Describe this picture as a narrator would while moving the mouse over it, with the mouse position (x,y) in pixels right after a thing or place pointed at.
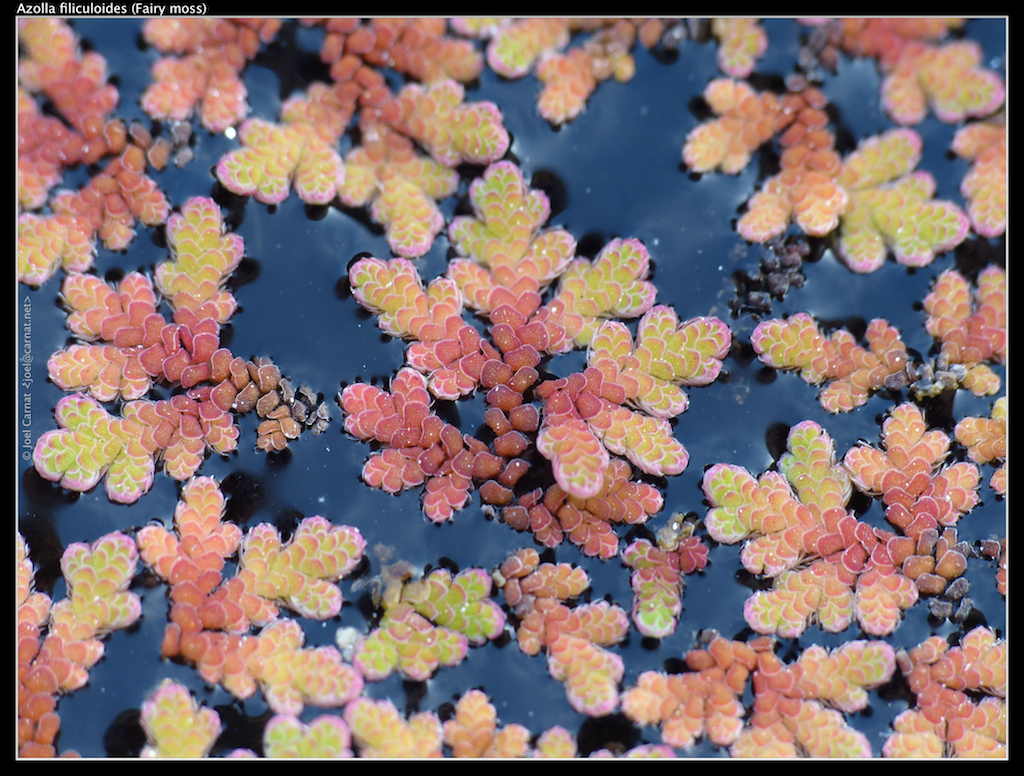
In this image I can see few plants (586,290) which are green, orange and pink in color which are on the surface (621,156) of the water (652,228).
